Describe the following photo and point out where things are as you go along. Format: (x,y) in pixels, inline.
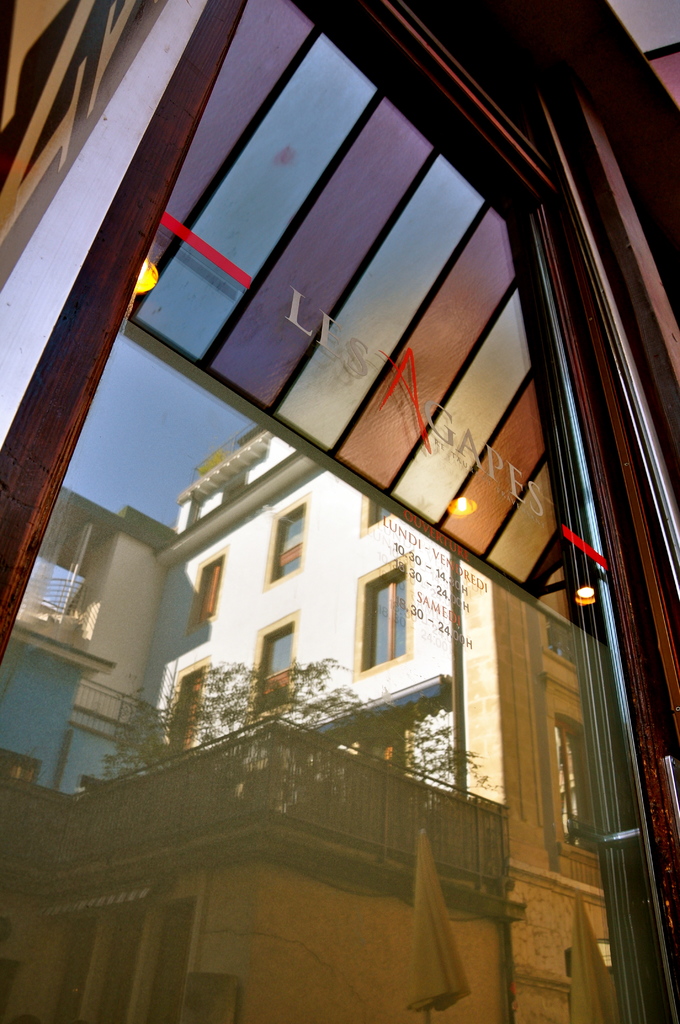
In this image, we can see a door (561,361) with some glass (574,478) and text (500,468). We can also see a building (198,542), a few plants (402,754), the fence (372,798), the sky (153,388) and some objects (578,962) from the glass (136,511).
